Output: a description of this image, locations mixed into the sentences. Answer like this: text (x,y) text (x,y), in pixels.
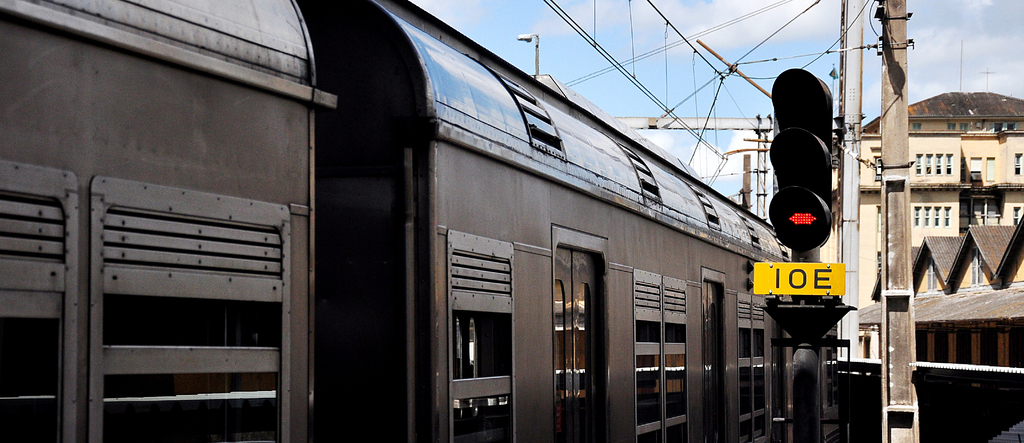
In this image we can see the train (564,347) and to the side we can see the traffic lights (827,109) and there are some poles (889,137). On the right side (867,216) we can see some buildings (941,108) and at the top (689,50) we can see the sky (688,48) with clouds (923,27).
